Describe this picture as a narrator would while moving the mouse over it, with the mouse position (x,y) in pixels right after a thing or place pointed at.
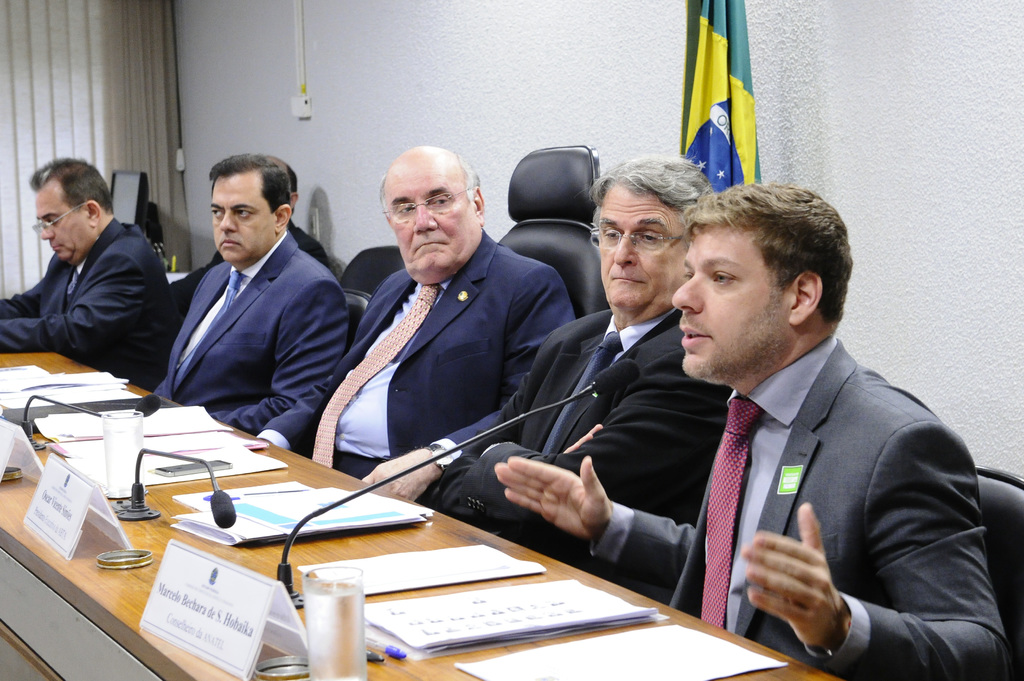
In the image there are many men (361,343) in suits (326,279) sitting in front of table (126,533) with mics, glasses (332,680) and papers (506,626) on it and behind them there is a flag (706,96) in front of the wall (861,125).
